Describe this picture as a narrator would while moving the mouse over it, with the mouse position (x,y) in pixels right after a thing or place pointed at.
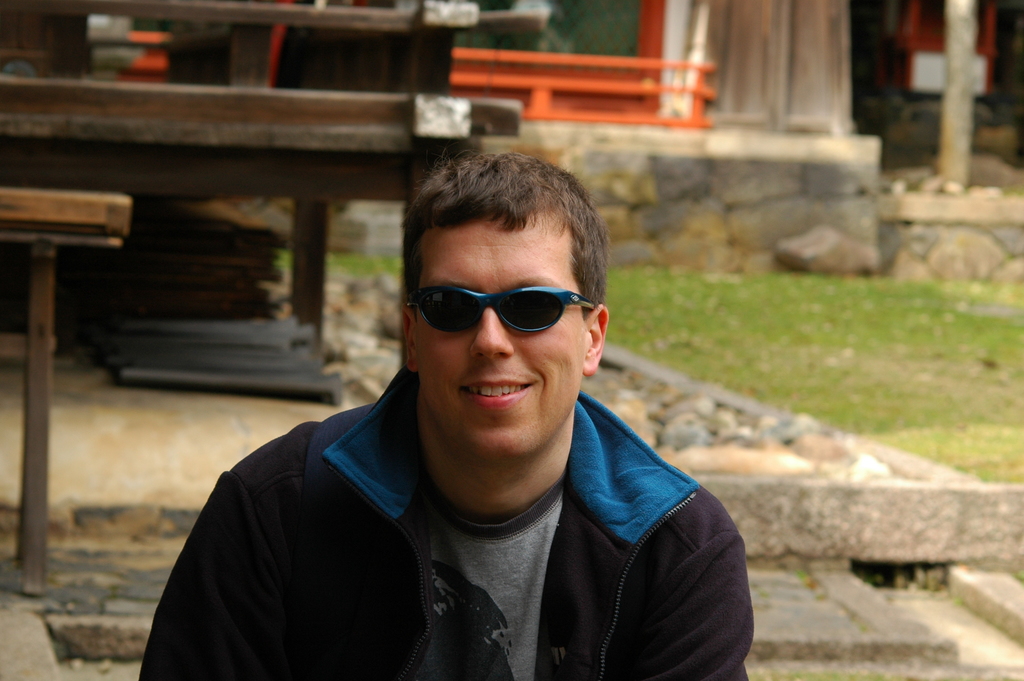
In this image, we can see some wooden objects (235,141). There is a person (511,182) in the middle of the image (597,261) wearing clothes (580,553) and sunglasses (540,307). In the background (835,234), image is blurred.
